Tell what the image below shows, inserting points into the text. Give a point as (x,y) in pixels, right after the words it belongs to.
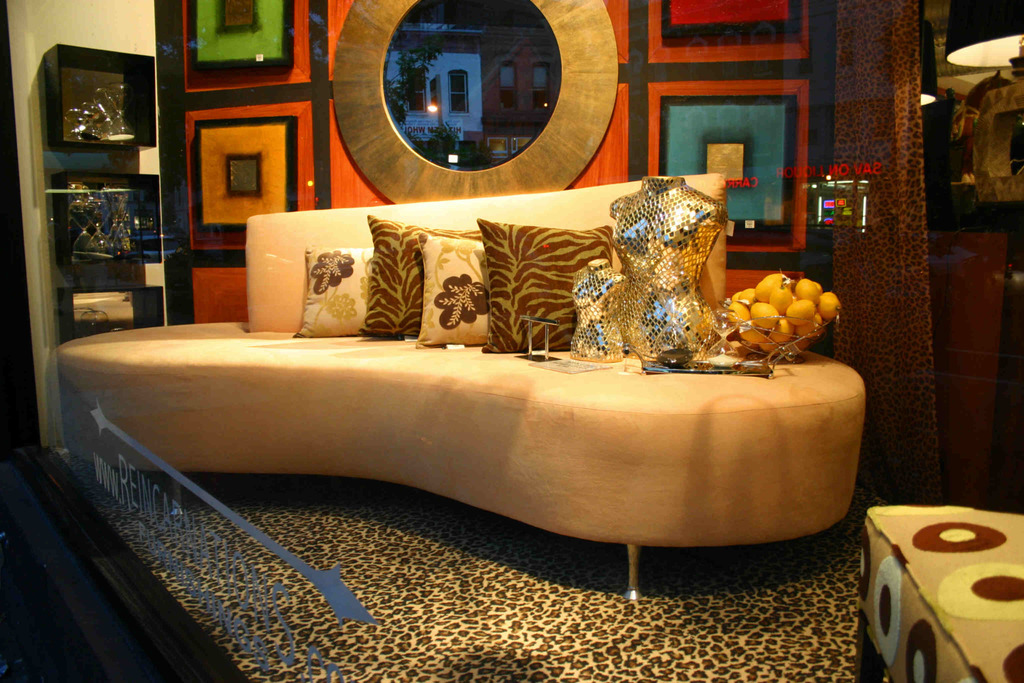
In this picture there is sofa (294,293) with few pillows (455,288), two mannequins (680,320) and a bowl (750,319) of fruits (777,325) on it. It is kept to showcase home environment with few architecture patterns (196,180) behind it.
